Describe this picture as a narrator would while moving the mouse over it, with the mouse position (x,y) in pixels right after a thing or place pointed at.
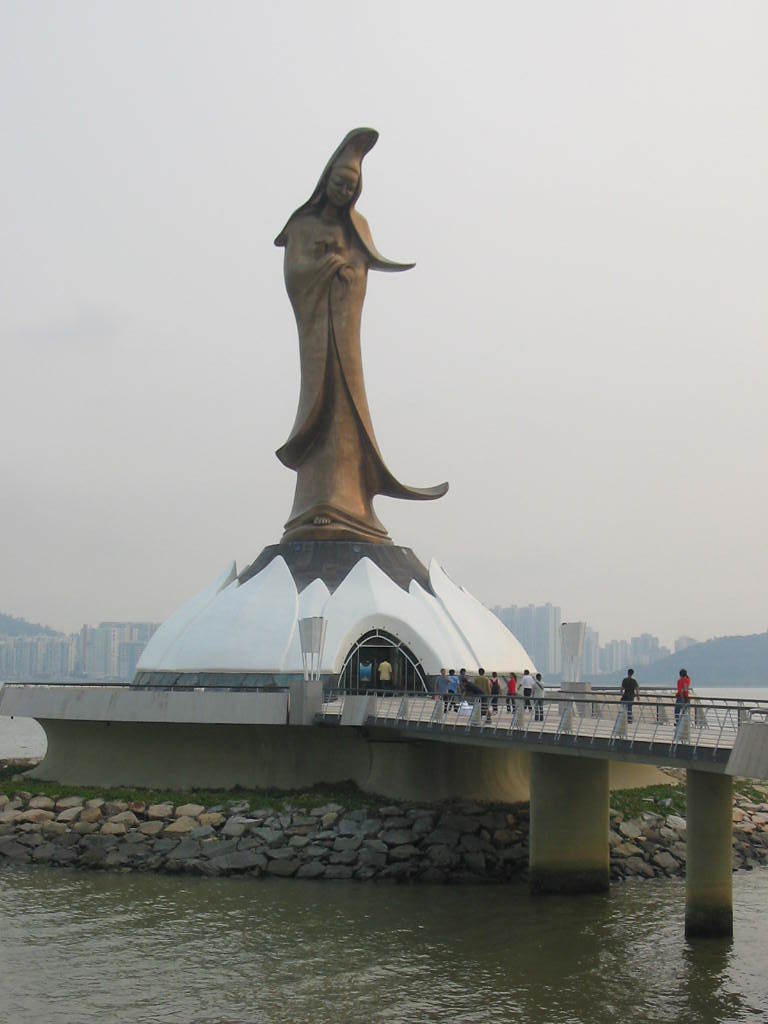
In this picture we can see water (352,896), few rocks (421,815) and a statue (318,329), we can find few people (453,699) on the bridge (432,707), in the background (105,652) we can see few buildings (112,643).
